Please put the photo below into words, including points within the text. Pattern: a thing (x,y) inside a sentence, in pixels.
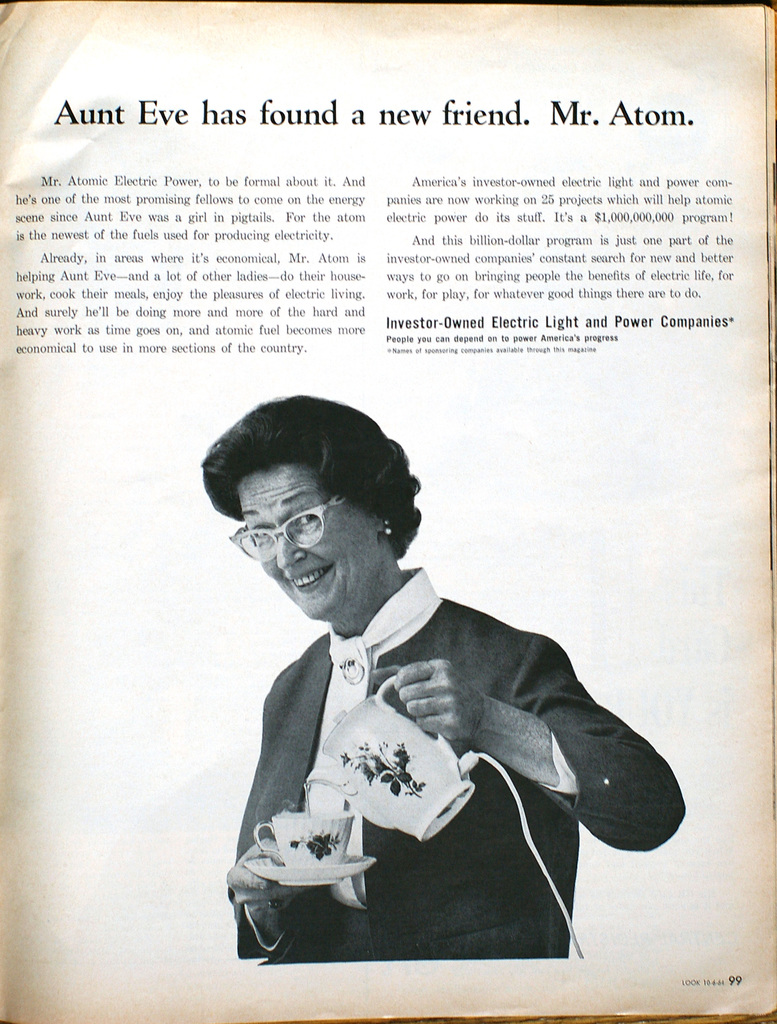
In the image there is a woman (431,709) holding tea kettle (421,813) and above there is text (235,208), this is a print.
